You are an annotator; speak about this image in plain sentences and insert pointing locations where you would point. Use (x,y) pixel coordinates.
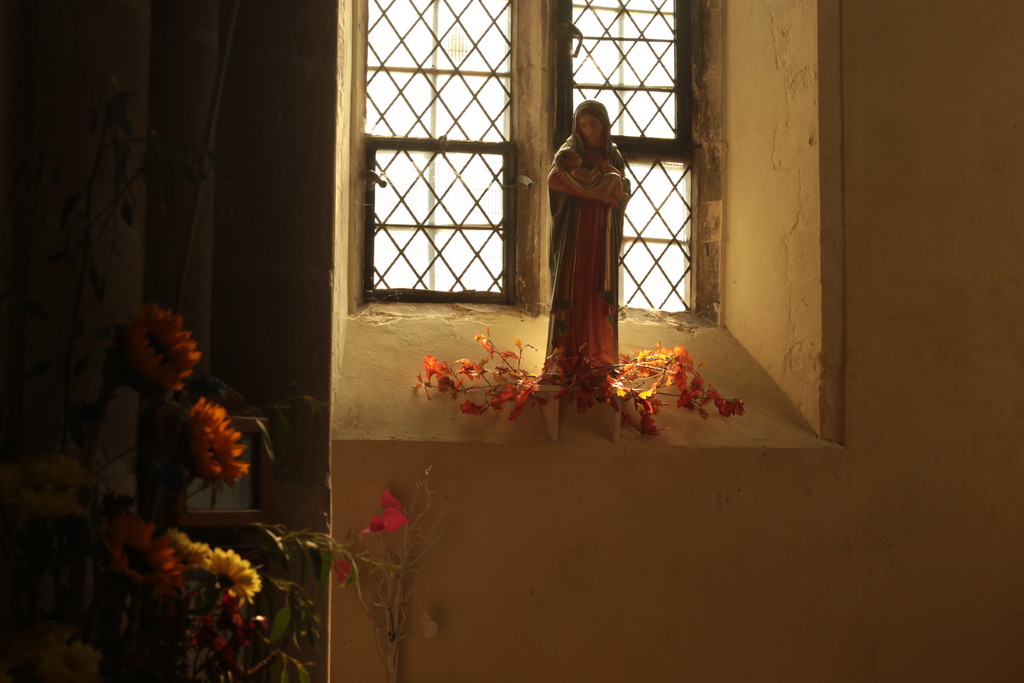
This picture is clicked inside. On the left (70,463) we can see the flowers (185,548). In the center (661,365) there is a sculpture (595,149) of a person (597,191) holding a baby (583,177) and standing on the sill (634,343) and we can see the leaves (653,383) lying on the sill (688,419). In the background (440,34) we can see the wall (746,18) and the windows (506,63).
